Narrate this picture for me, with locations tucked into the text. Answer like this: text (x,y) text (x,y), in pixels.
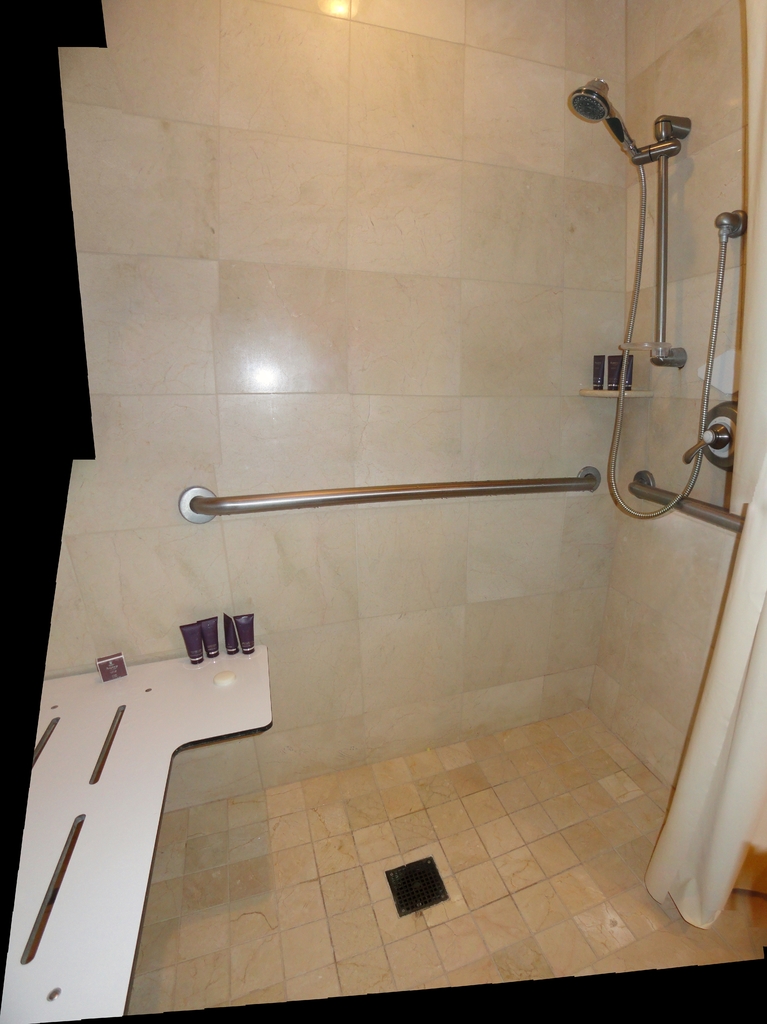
This image is taken in the bathroom (381,295). On the right side of the image (700,506) there is a shower (679,357). On the left (136,780) we can see a shower seat (98,820) and there are toiletries (226,626) placed on the seat (130,687). In the background (351,440) there is a wall (407,367).
